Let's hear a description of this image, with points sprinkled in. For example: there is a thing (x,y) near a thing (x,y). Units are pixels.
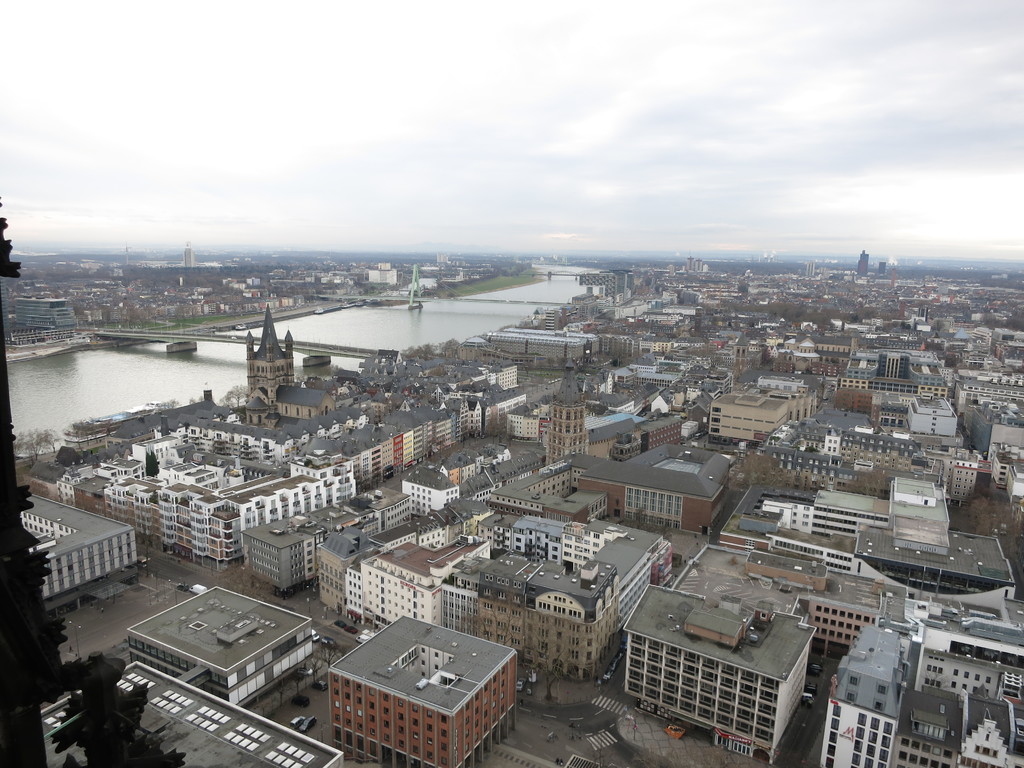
This picture consists of an urban area (369,508), which consists of buildings (568,514), cars (339,623), and bridges (199,337) in the image.
